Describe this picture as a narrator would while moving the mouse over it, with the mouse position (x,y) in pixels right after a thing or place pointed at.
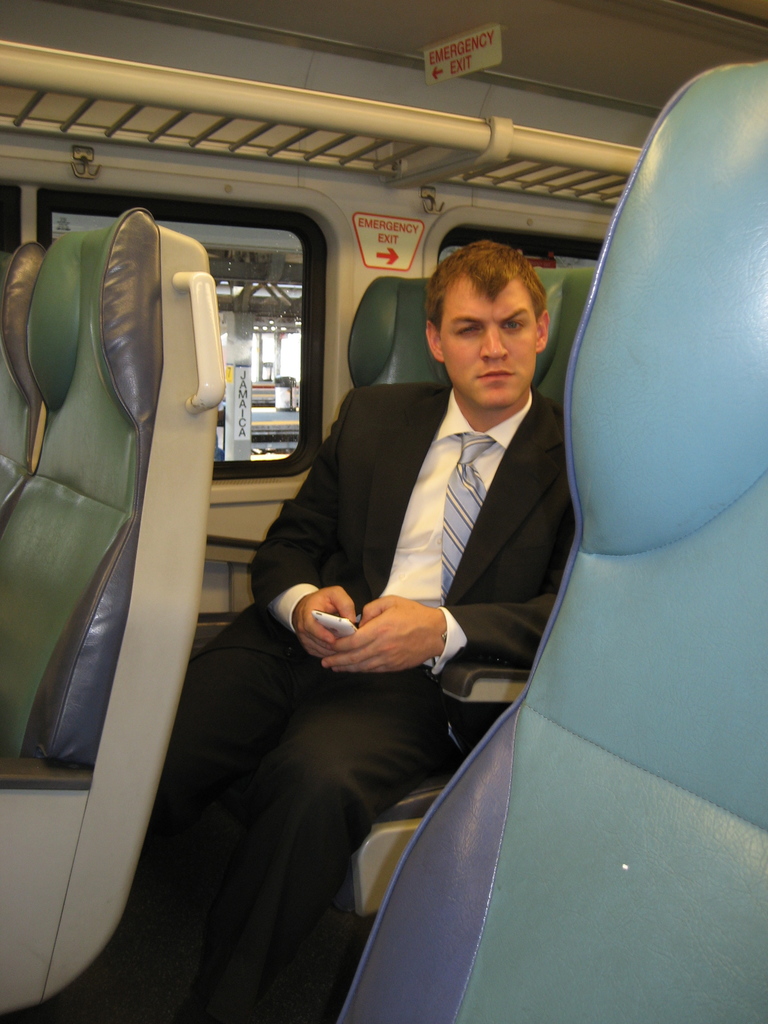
In this image, there is an inside view of a vehicle (573,345). There is a person (472,460) in the middle of the image (472,460) wearing clothes (394,696) and sitting on the chair (397,798) beside the window (264,397). This person (371,569) is holding a mobile (344,632) with his hands (353,618). There are seats (101,555) on the left side of the image (58,511).
